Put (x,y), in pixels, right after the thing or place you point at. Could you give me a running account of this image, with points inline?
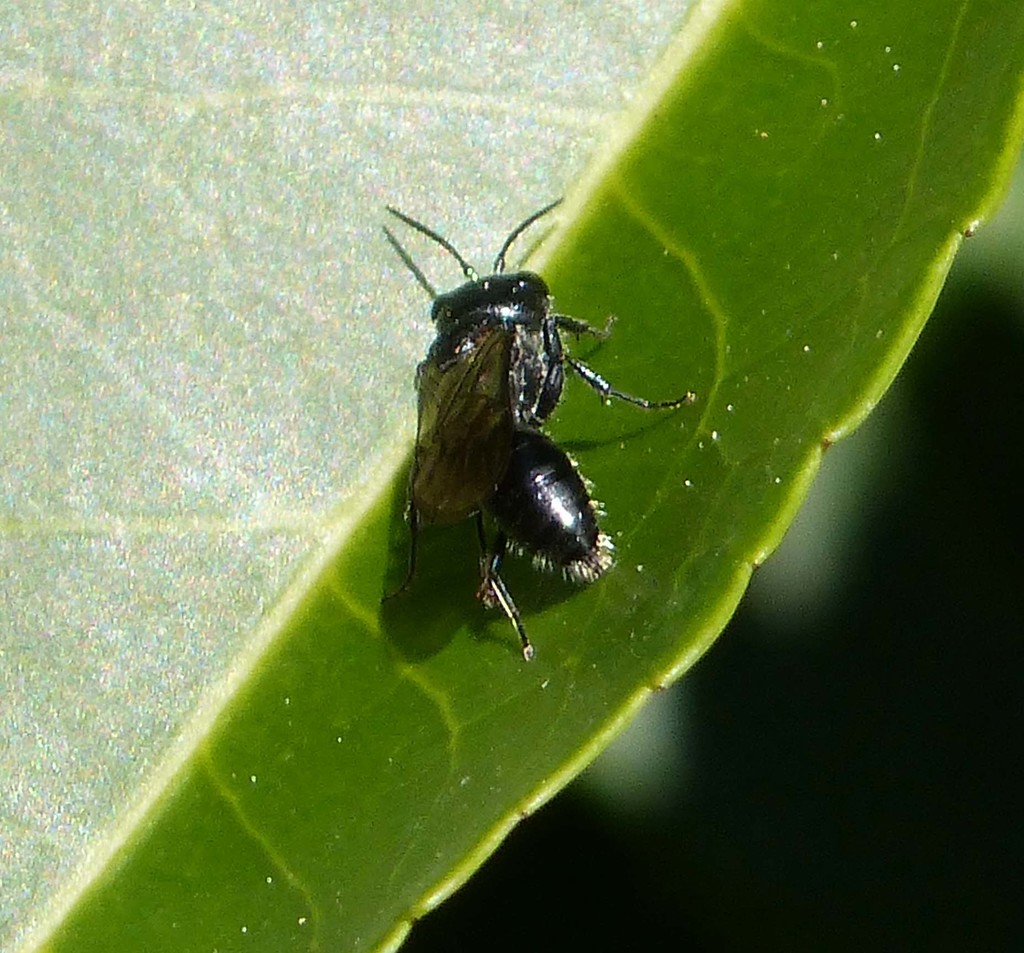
In the center of the image (469,366) we can see insect (511,440) on the leaf (762,344).
